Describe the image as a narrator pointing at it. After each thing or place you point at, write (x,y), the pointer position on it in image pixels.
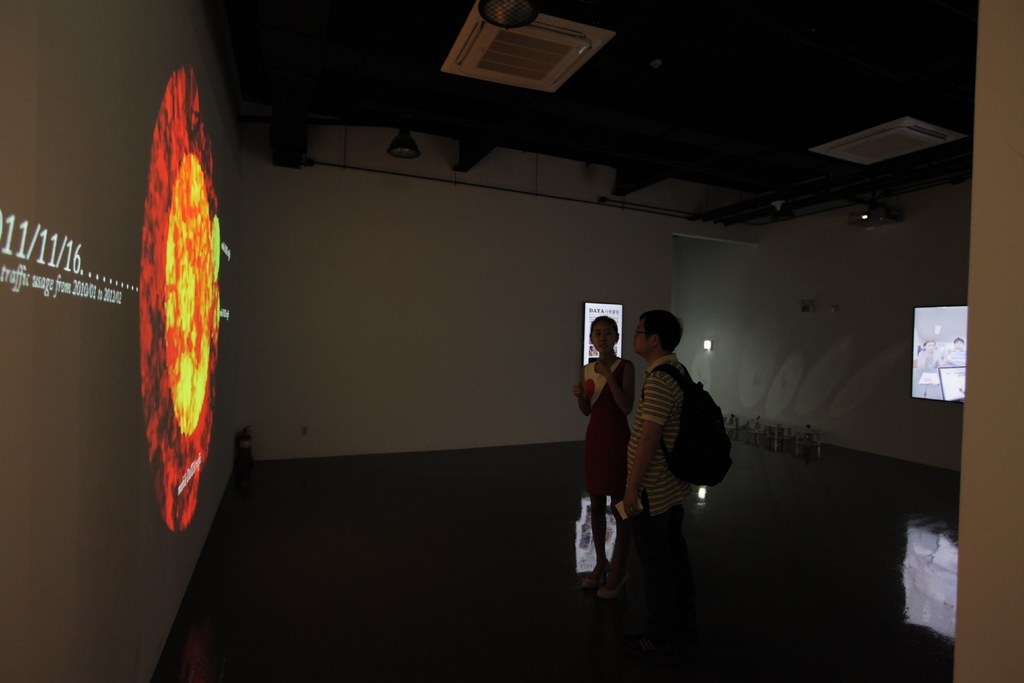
In this picture there is a man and a woman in the center of the image (592,418) and there are screens (180,303) around the wall (209,452), there are lamps (511,15) on the roof (485,79) at the top side of the image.
